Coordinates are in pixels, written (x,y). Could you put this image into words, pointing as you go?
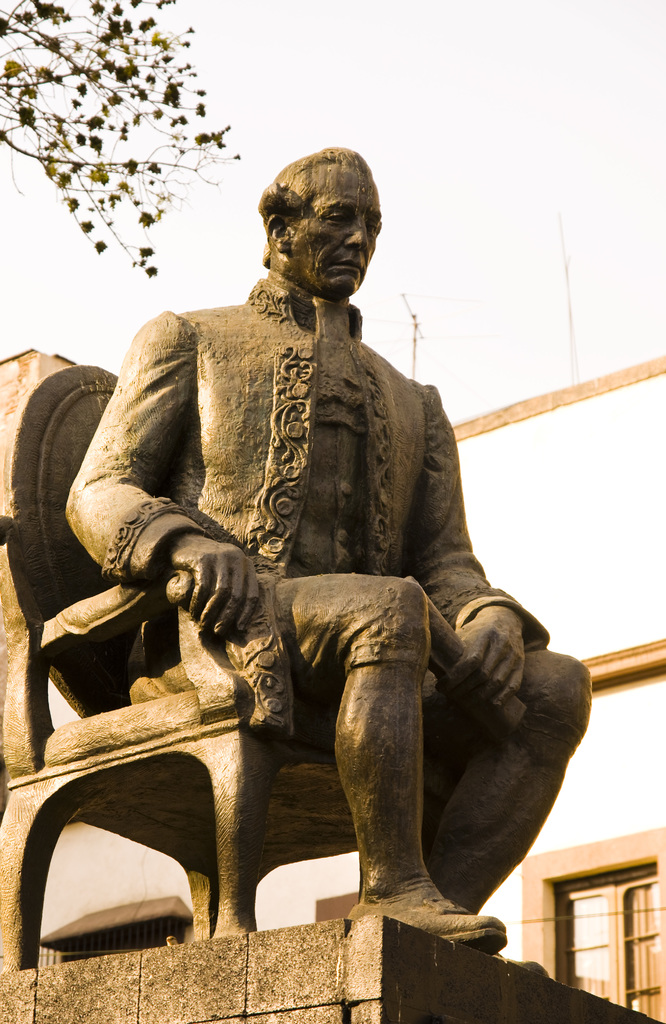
In the center of the image (275,433) there is a statue (297,752). In the background (573,568) we can see building (497,546), tree (30,110) and sky (451,118).
